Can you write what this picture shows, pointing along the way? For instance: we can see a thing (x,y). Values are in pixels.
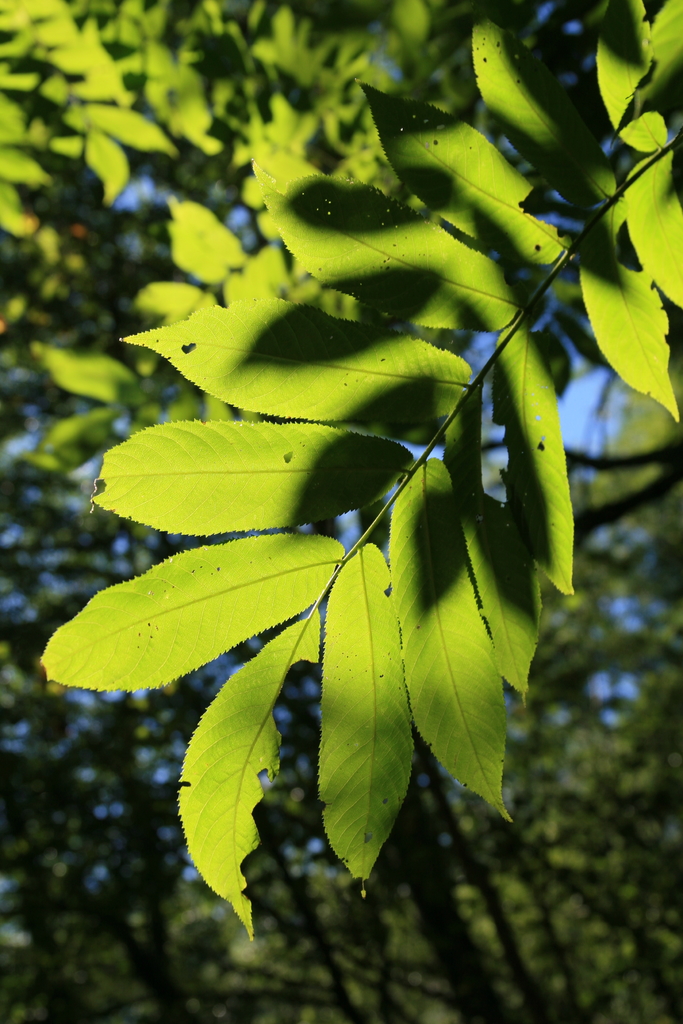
In the image we can see some trees (603,831).
